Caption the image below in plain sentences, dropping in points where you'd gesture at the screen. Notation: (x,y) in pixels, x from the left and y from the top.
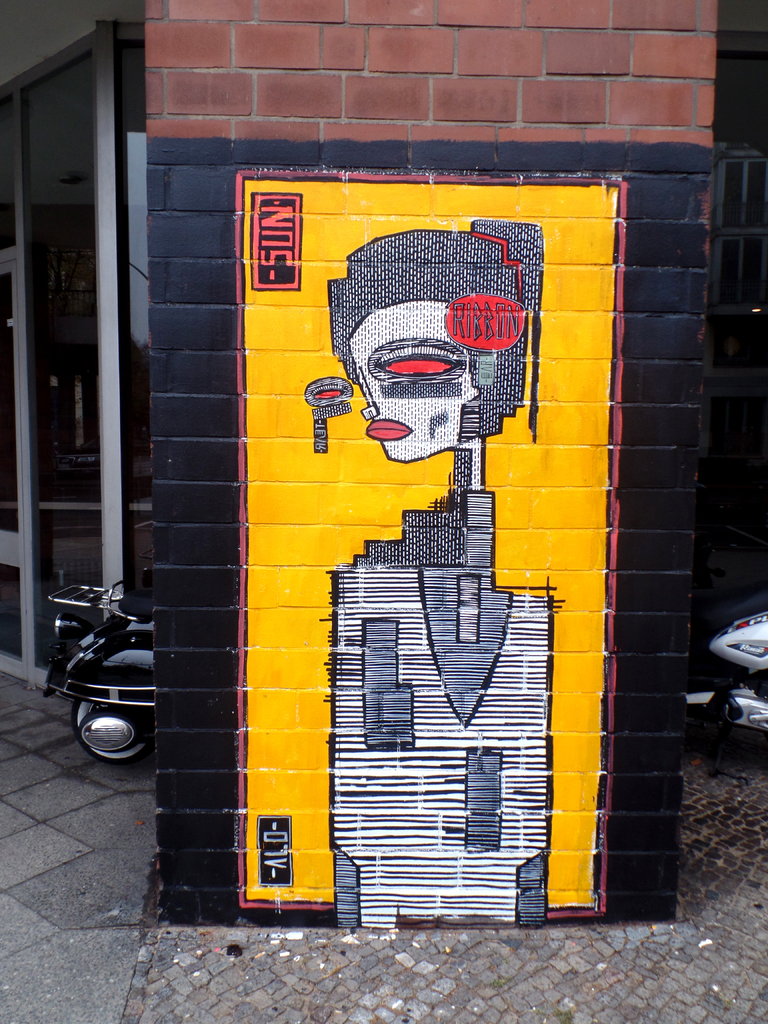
There is a brick wall (373,288) on which a painting (498,655) is made. There are vehicles (74,655) behind it. There is a building (100,414) at the back (79,244) which has glass door (33,361).
